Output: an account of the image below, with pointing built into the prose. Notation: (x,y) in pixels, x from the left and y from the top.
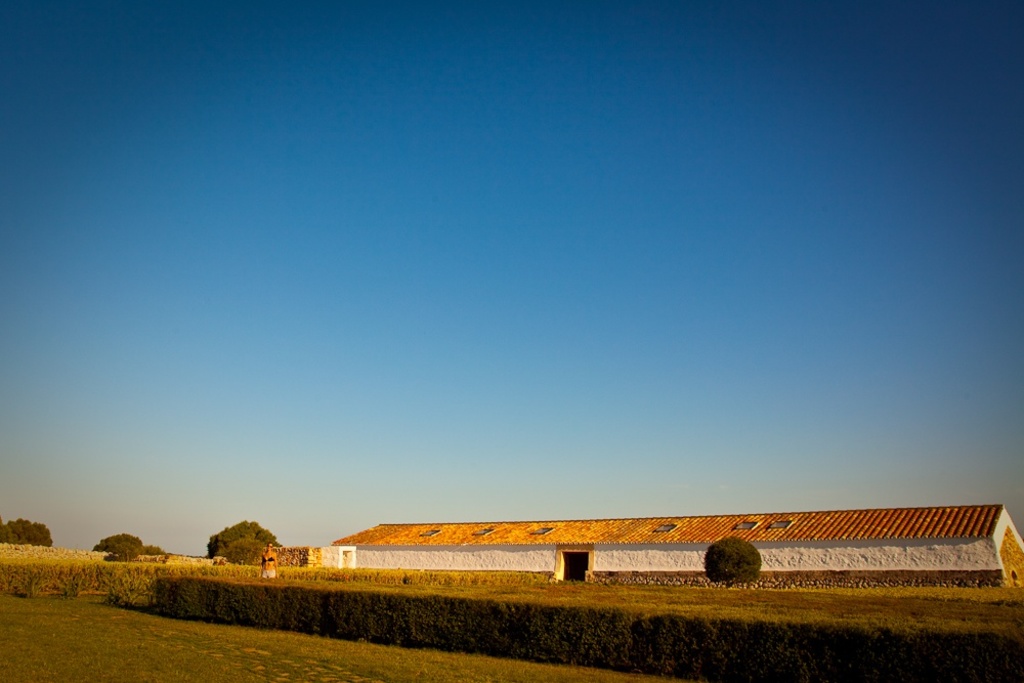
On the right side (720,517) there is a building (619,558) with a door (576,572). Near to that there is a tree (754,566). In front of the building (417,560) there are bushes (363,617). In the back (125,523) there are trees (30,524) and sky (568,244).
